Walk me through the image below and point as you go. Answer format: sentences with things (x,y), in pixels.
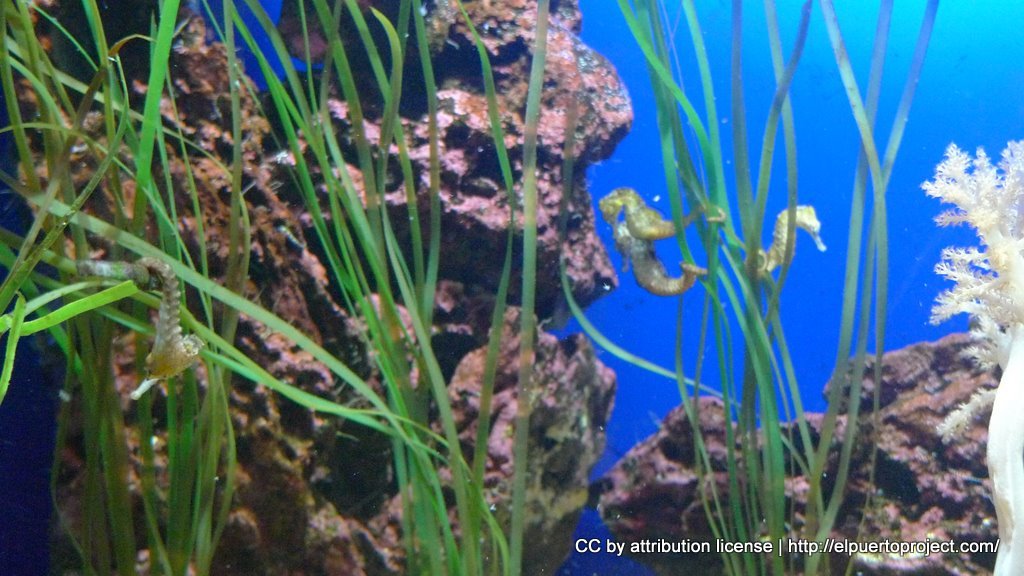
In this image we can see some seahorses (780,252) which are under water (44,291) and there are some water-plants (344,233), stones (317,315).
